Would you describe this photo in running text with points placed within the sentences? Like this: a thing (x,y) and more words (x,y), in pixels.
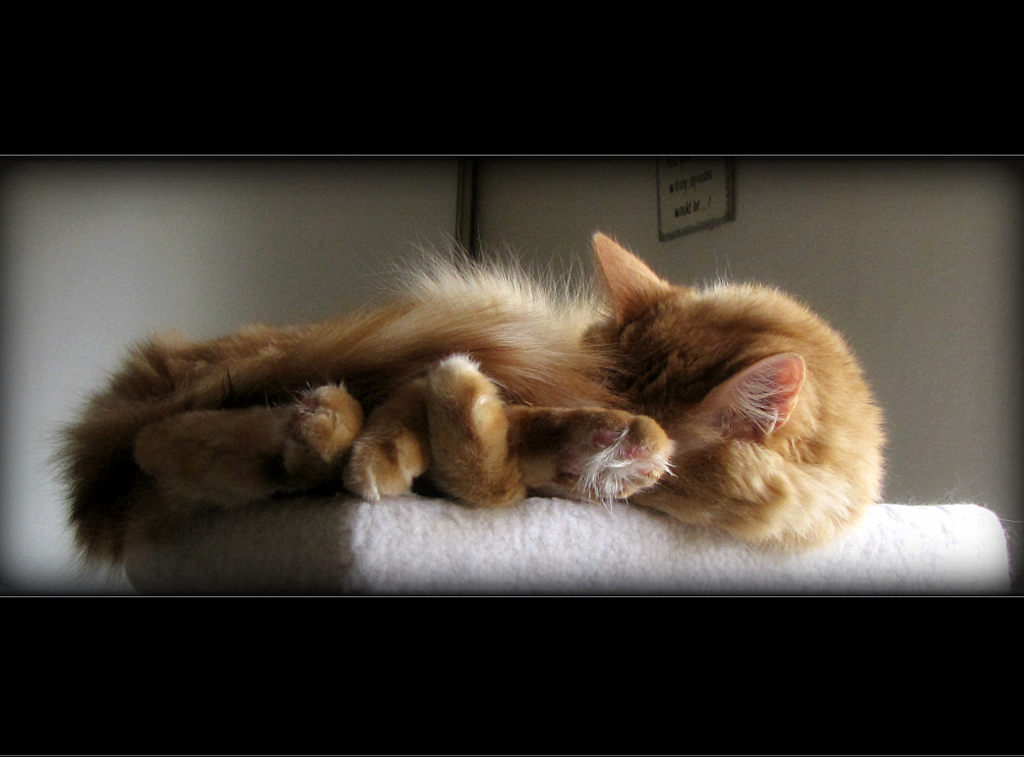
In this image we can see cat (395,485) lying on a white surface (599,507). In the back (720,221) there is a wall (727,237) with photo frame (699,206). At the top (452,83) and bottom we can see black background (692,701).
